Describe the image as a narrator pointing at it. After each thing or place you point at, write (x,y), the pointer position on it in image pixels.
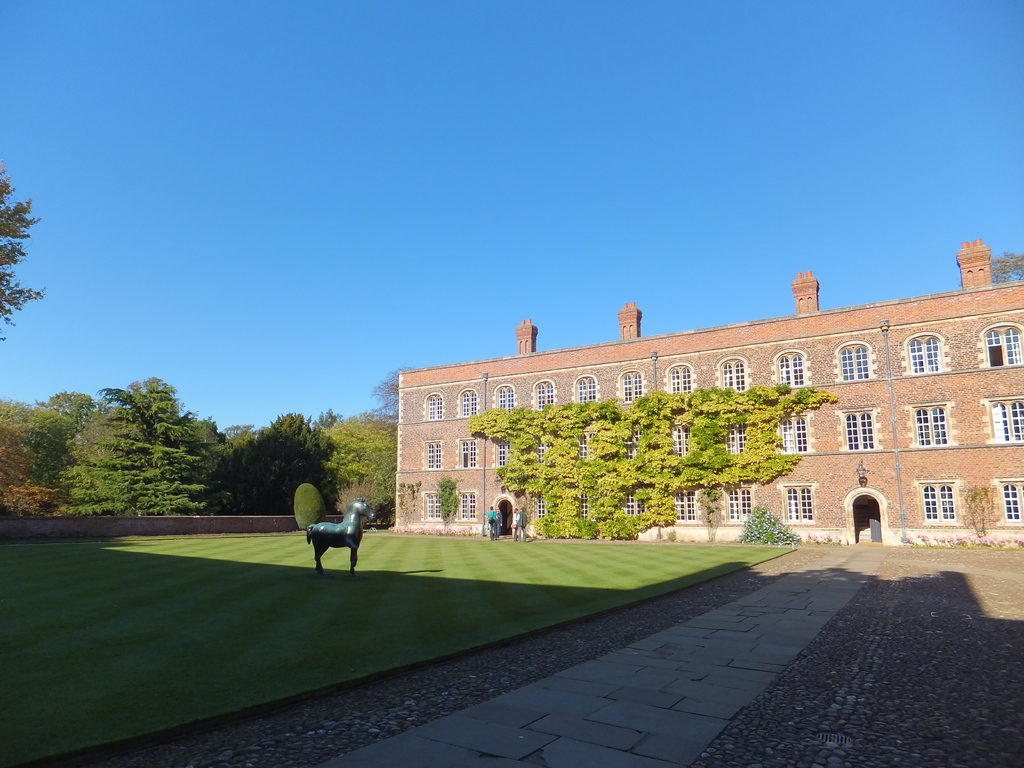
In this image I can see the building (881,432), windows (861,353), trees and the sky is in blue color. I can see the animal statue (325,531) and the grass (378,551).
